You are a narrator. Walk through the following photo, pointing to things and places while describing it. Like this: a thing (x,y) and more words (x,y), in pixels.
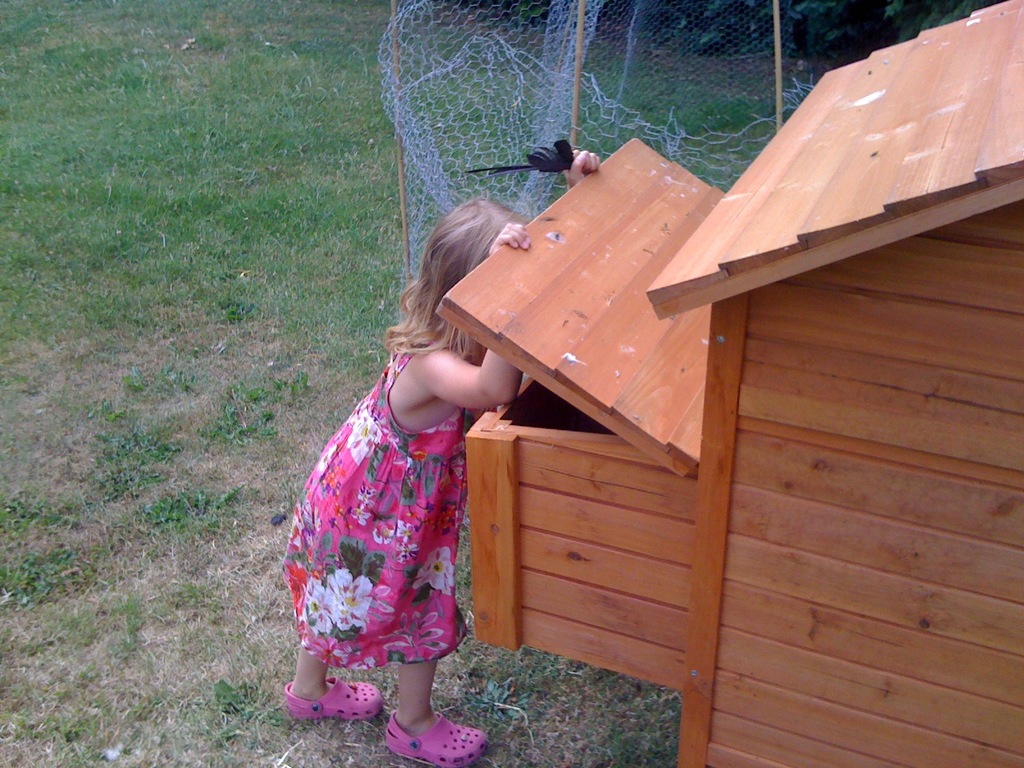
In this image there is one kid (372,555) standing and holding a wooden object (654,424) as we can see in the middle of this image (485,479). There is a net wall (505,94) on the top of this image (585,94). There is a grassy land (226,495) in the background (259,332).
